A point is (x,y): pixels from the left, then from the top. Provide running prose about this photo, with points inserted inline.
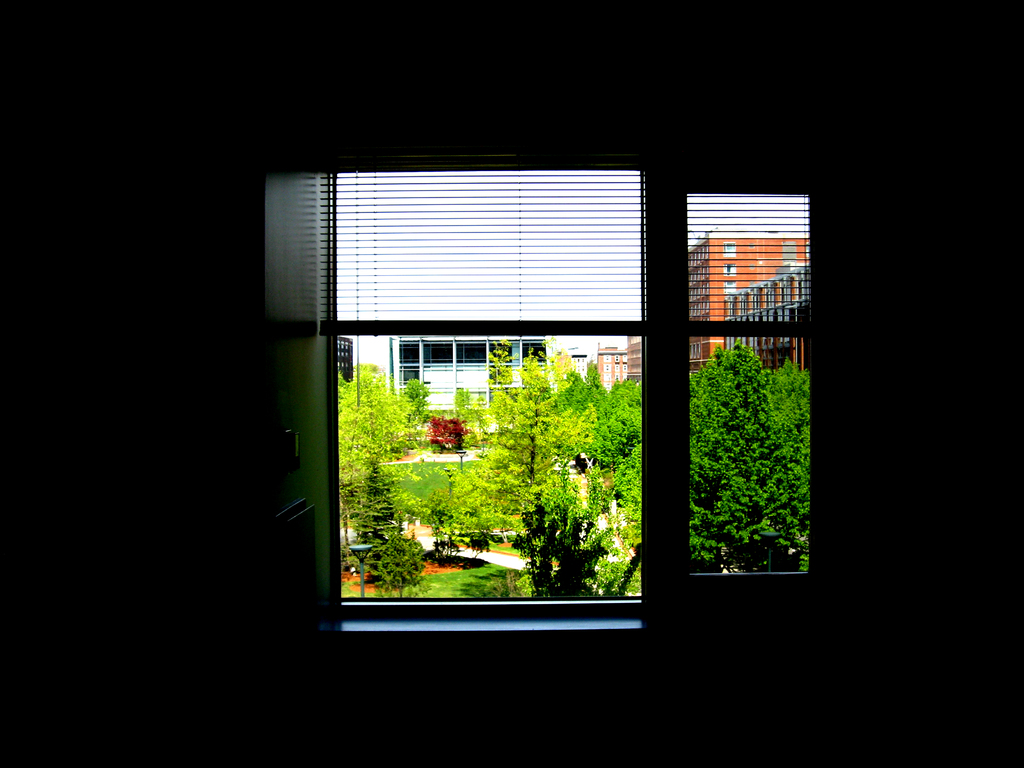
In this image I can see few trees (501,451), buildings (793,297) and windows (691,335). In front (715,332) I can see the window (556,357).
